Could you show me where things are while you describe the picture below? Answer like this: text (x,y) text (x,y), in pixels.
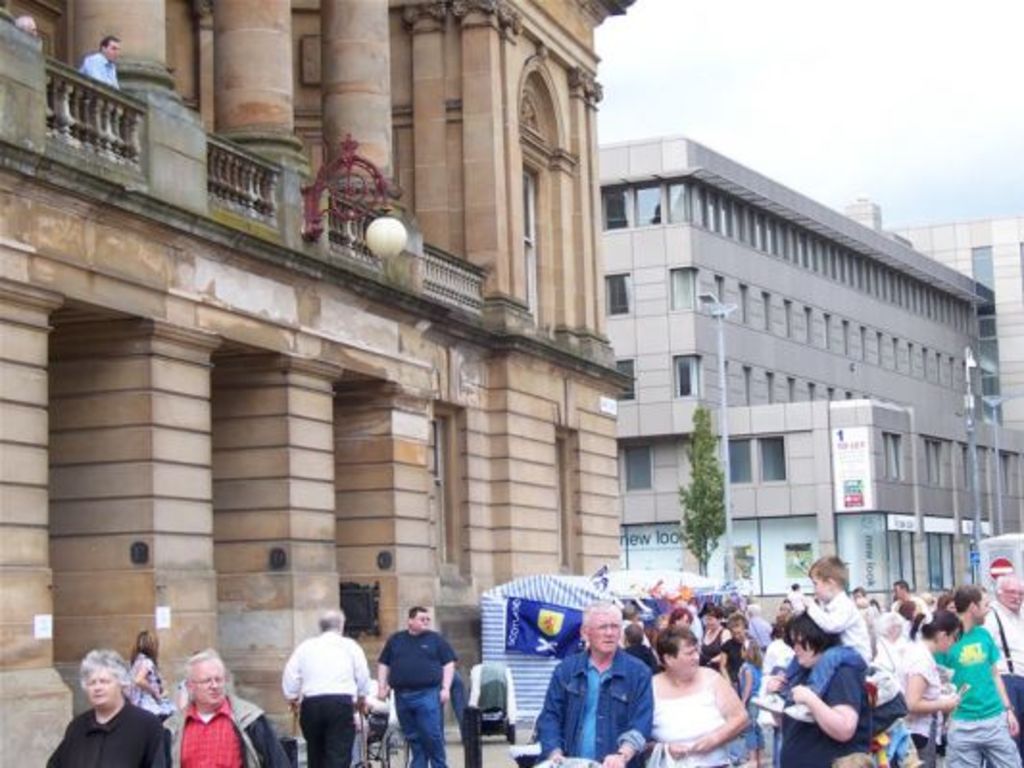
In this picture we can see a group of people (851,743), tree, tent (671,575), buildings (823,513), poles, posters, some objects (997,557) and in the background (695,98) we can see the sky (882,92).
